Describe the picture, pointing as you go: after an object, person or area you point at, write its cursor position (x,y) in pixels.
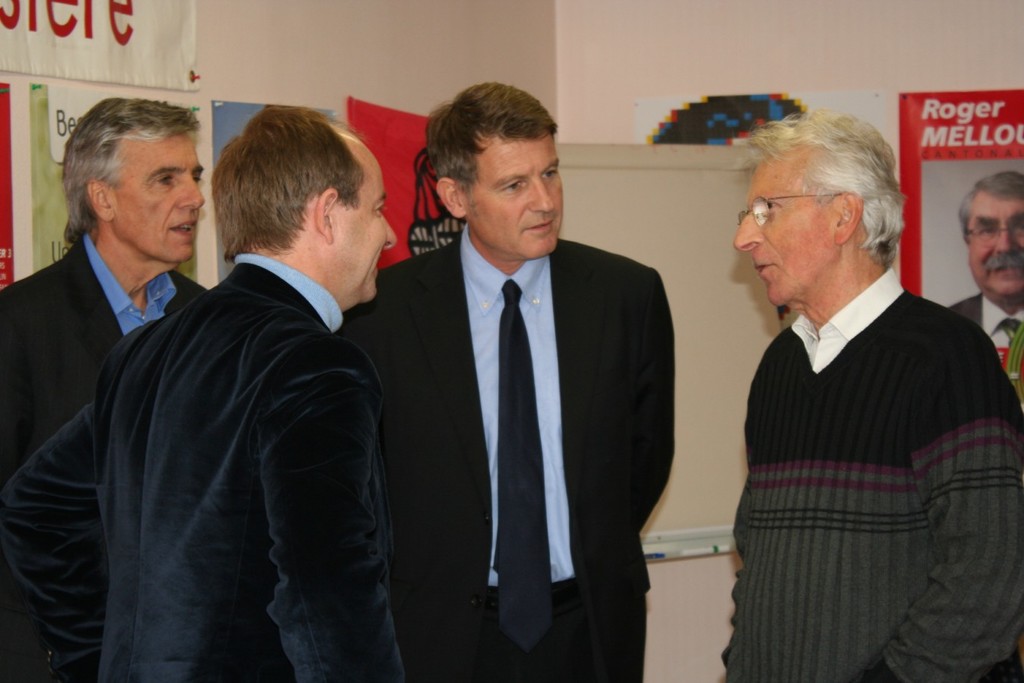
In this picture I can observe four men (436,370). Three of them are wearing coats (389,407) and one of them is wearing spectacles (794,195). Behind them I can observe posters (113,55) on the wall (363,63).
